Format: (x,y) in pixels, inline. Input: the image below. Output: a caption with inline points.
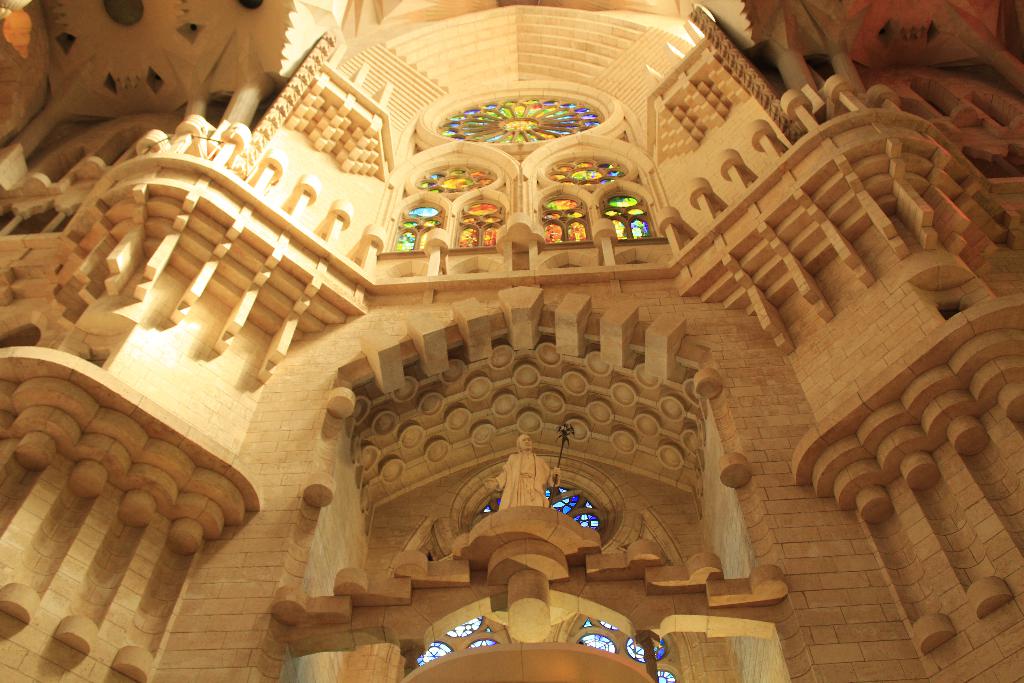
In this image we can see a building (522,347) with windows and a statue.
